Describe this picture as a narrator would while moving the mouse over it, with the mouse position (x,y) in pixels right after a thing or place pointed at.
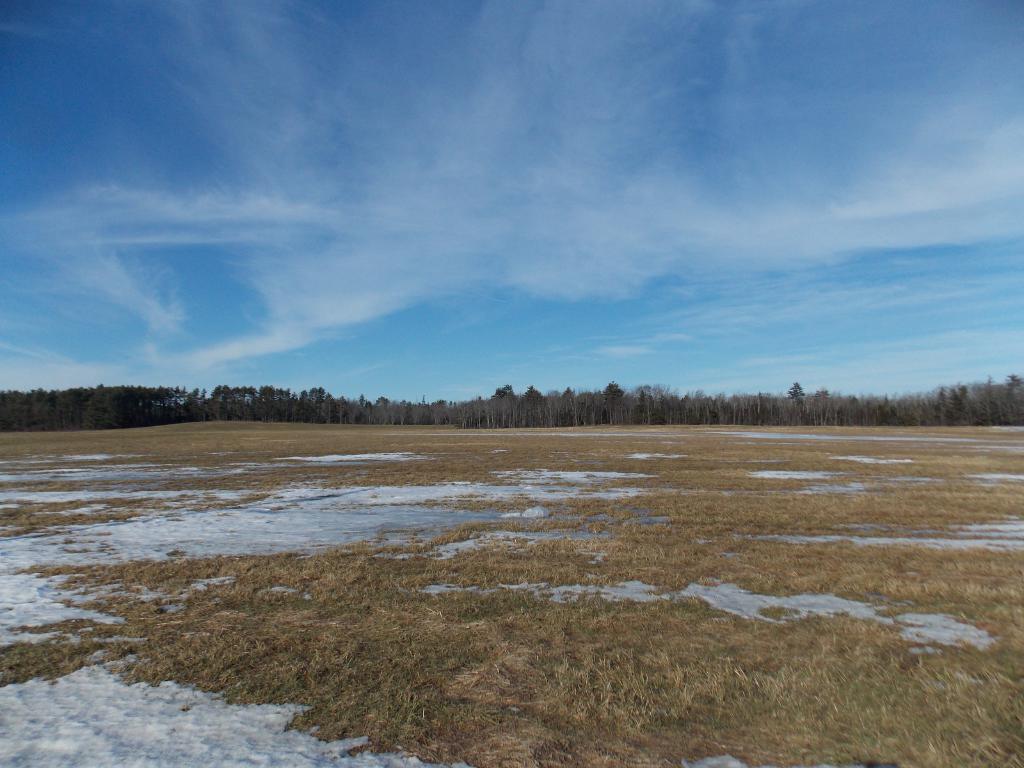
In this image we can see land (506,553) with some dry grass (506,553). Behind trees (534,414) are present. Top of the image (390,109) clouds (520,82) are there.
